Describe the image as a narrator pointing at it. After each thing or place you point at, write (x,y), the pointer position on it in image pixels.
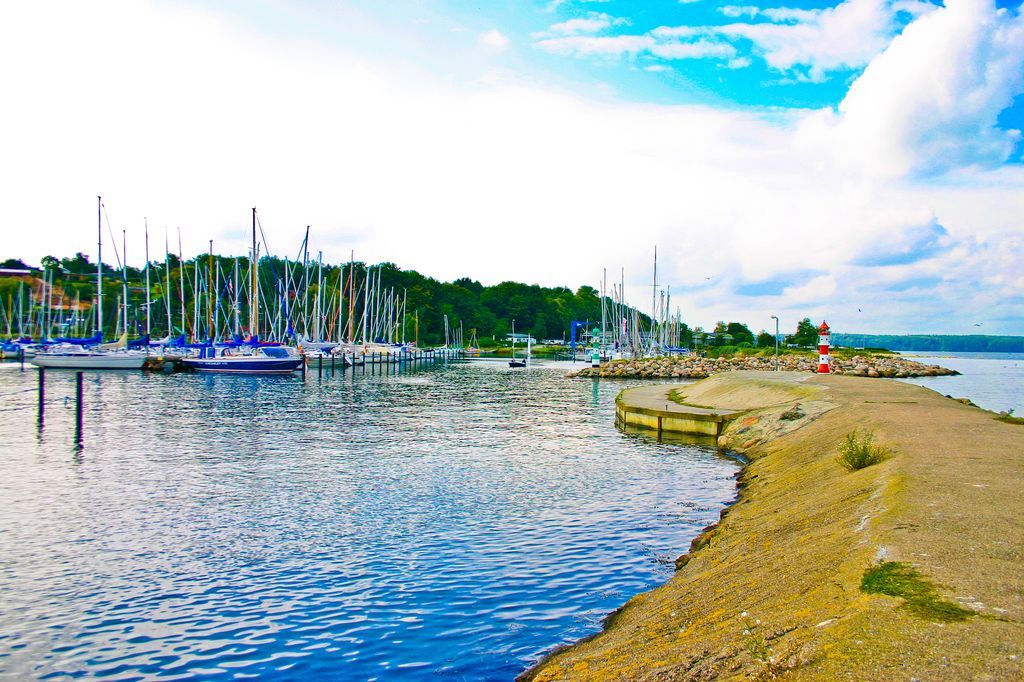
On the right side (935,560) there is a path (910,552), on the left side (287,676) there is a lake (440,401), on that lake (321,380) there are boats (224,359), in the background (138,300) there are trees (427,289) and the sky (813,189).
